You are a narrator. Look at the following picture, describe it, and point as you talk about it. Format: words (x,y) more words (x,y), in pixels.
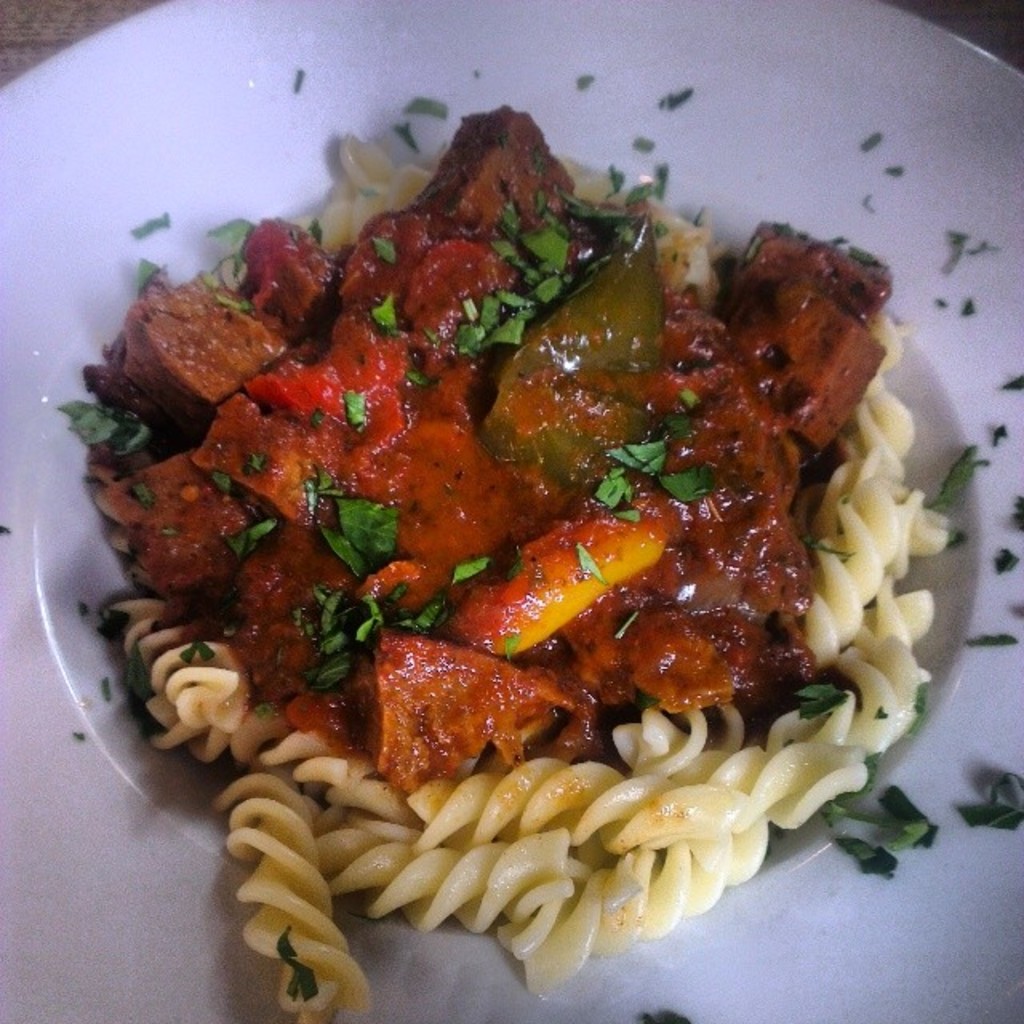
In this image we can see a white plate (8,100). On that there is a food item (470,414) with pasta (613,739), pieces (678,478) of green leaves (652,469) and some other things (454,504).
